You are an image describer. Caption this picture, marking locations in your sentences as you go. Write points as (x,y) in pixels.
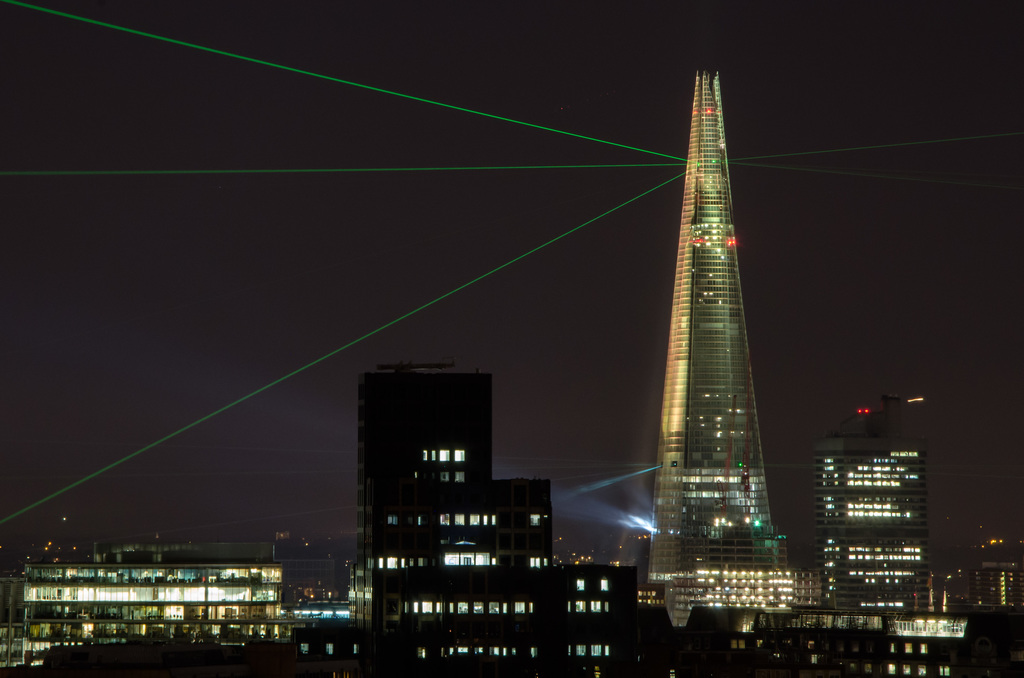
In this picture I can see buildings (729,529) and few lights (258,612) in the buildings (162,550) and I can see light rays (604,214) and the picture is taken in the dark.
